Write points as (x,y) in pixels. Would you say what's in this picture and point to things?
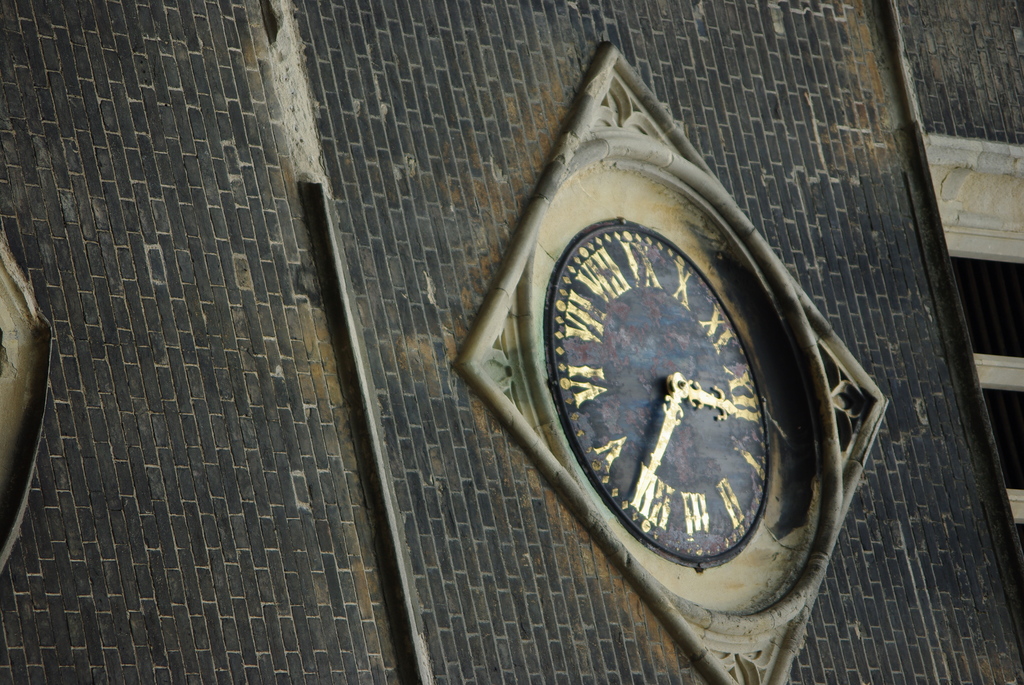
In this image I can see a clock (632,266) on the wall (501,669).
